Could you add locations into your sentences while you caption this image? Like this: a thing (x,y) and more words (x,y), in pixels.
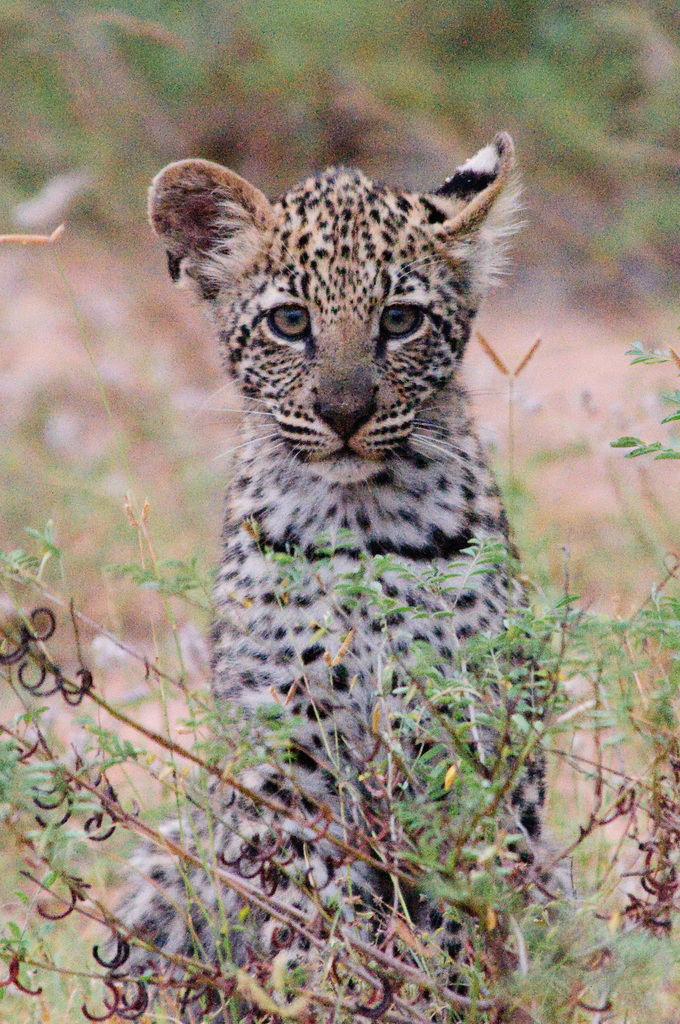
In this image we can see a leopard cub (363,364). Also there are stems (274,903) with leaves (623,630). In the background (280,46) it is blur.
